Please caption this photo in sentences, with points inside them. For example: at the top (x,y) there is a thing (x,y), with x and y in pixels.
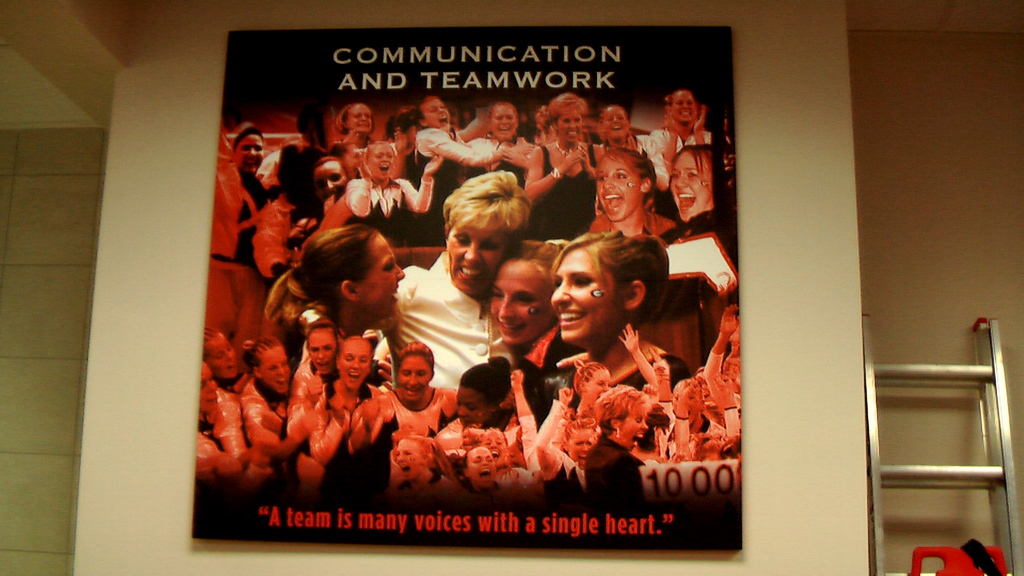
In this image, there is a wall (113,422), on that wall (114,407) there is a black color poster (720,59), on that poster (707,57) there is COMMUNICATION AND TEAMWORK written, at the bottom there is "A TEAM IS MANY VOICES WITH A SINGLE HEART" is written on the poster (264,228), there are some people's pictures (504,167) on the poster (595,327).
